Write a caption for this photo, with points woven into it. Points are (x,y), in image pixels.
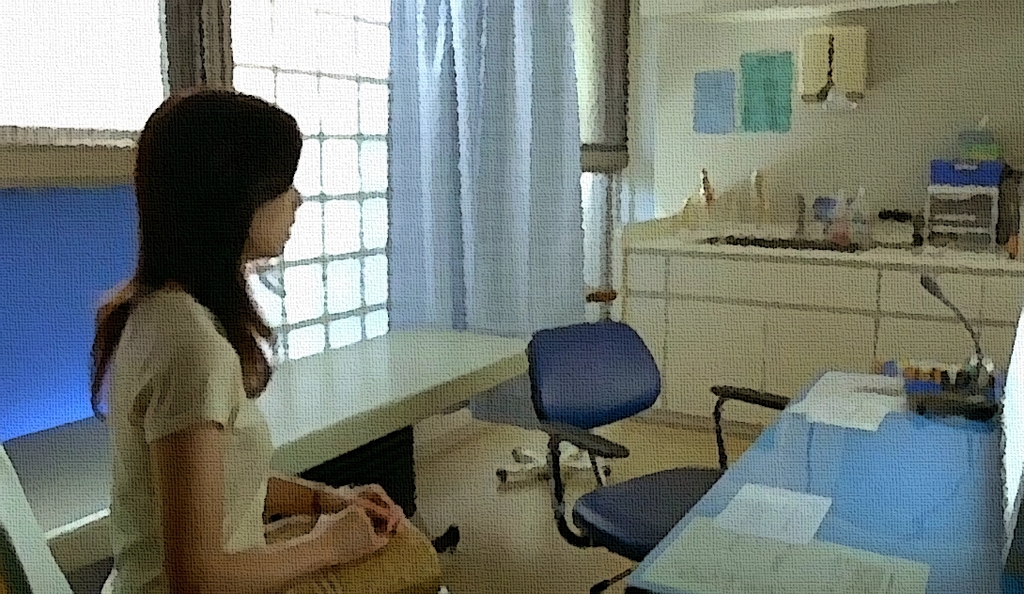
In this image I see a woman (372,574) who is sitting on the chair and there is chair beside to her, I also see lot of tables (953,567) and there are few things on it. In the background (69,284) I see the window (253,11), curtain (541,281) and the wall (649,5).
